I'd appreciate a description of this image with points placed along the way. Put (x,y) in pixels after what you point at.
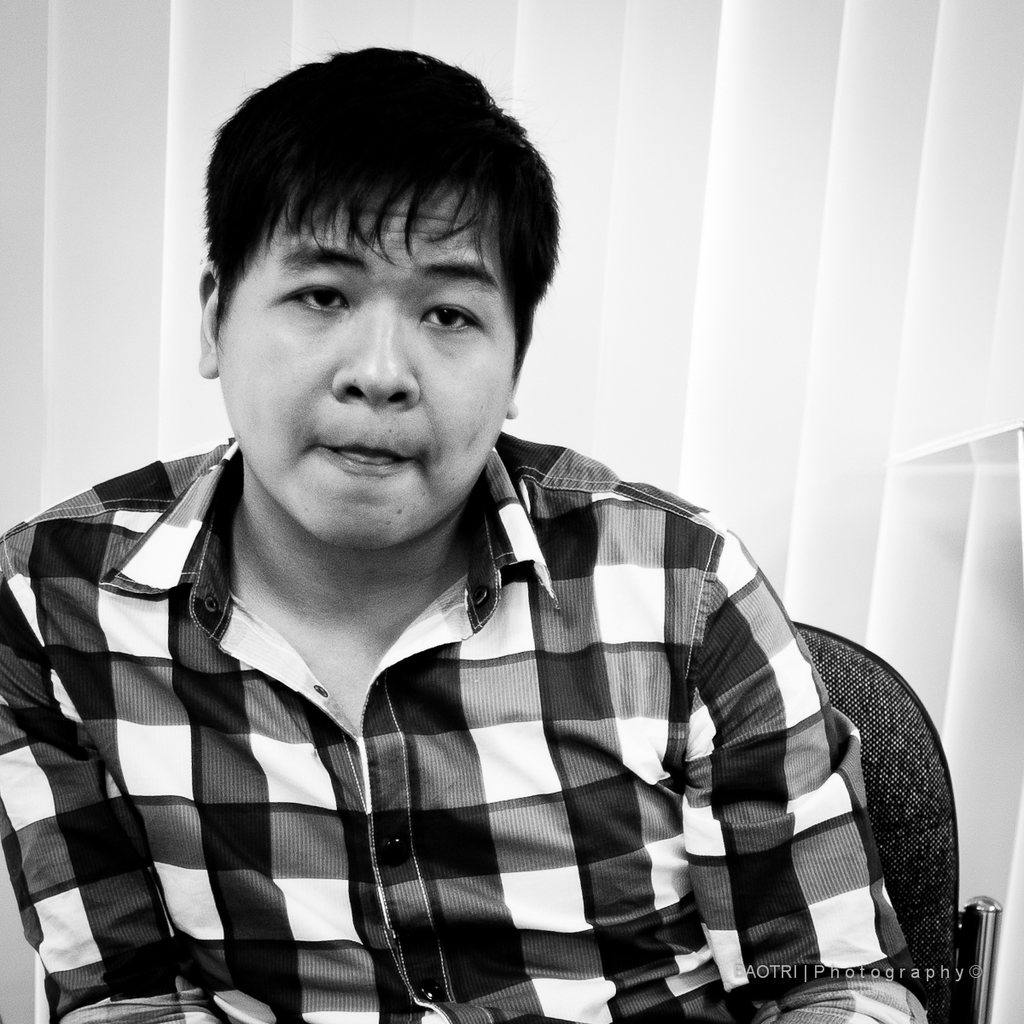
In the center of the image (414,625) we can see a person (412,664) sitting on the chair (859,709).
